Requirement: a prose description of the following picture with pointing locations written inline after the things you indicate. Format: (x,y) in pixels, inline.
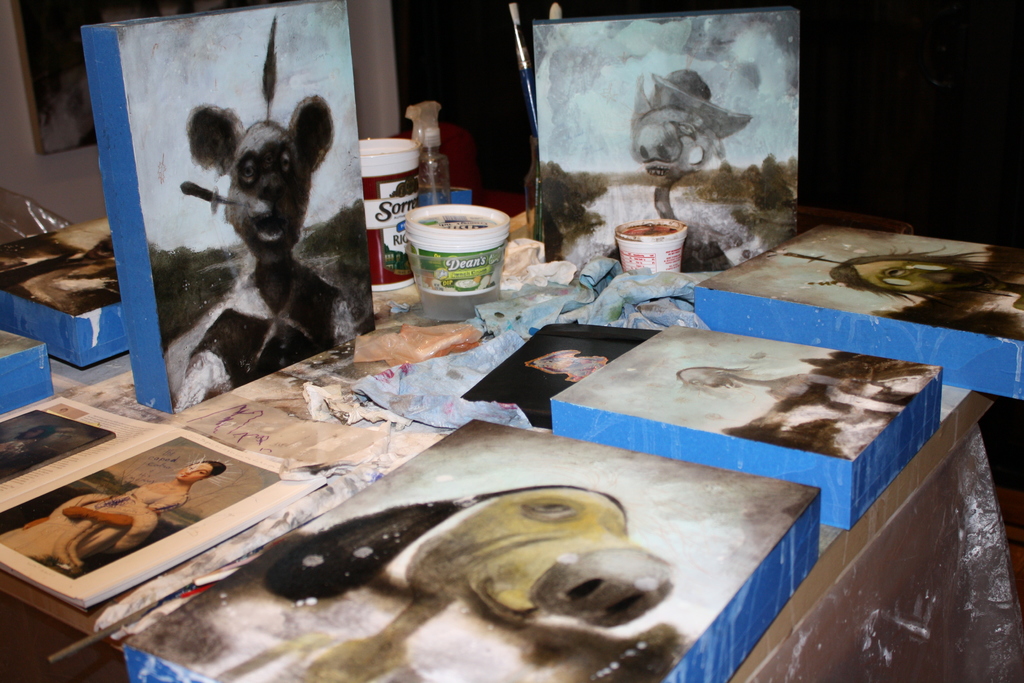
In the center of the image (524,391) we can see books (67,481), objects (746,264), containers (449,164) placed on the table (486,348). In the background (463,59) we can see photo frame (37,48) and wall (379,85).
